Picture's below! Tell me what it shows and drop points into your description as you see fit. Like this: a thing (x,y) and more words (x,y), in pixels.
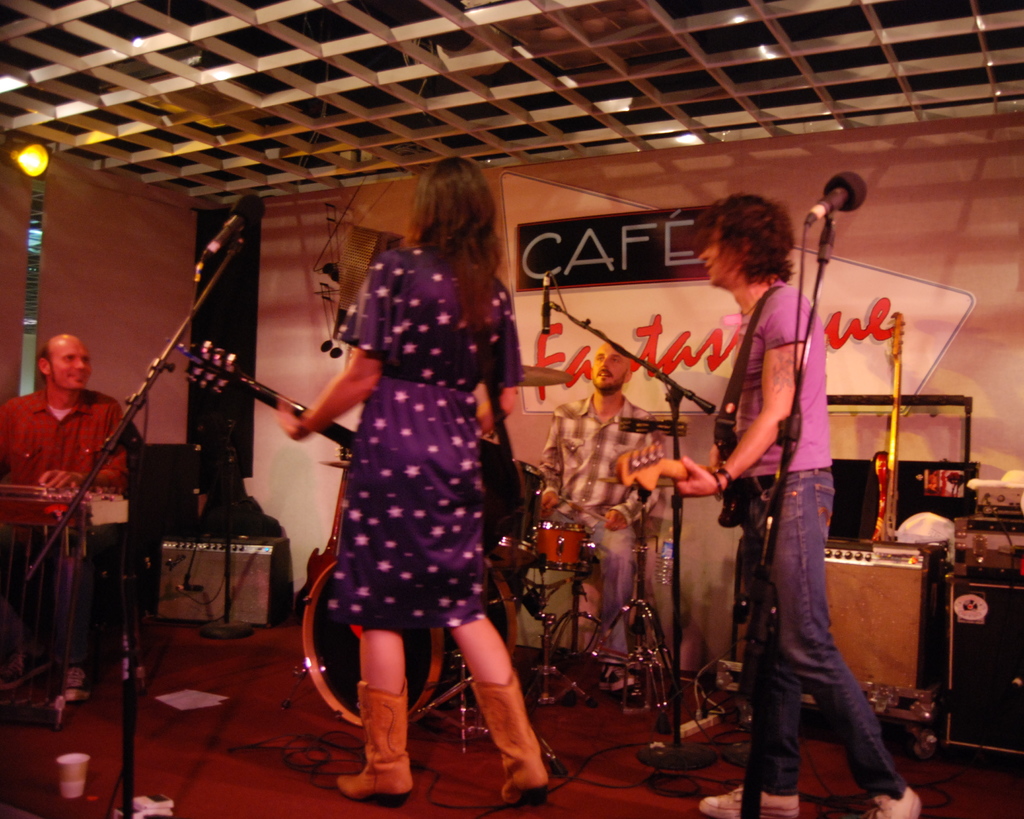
In this picture there are four people (371,471), the person (806,660) who is at the right side of the image (785,692) is playing the guitar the person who is at the center of the image (626,521) is playing the drums (513,570) and the lady (531,737) who is at the center of the image (503,346) is playing the guitar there are mic (227,224) in front of the people (461,527) and there are music instruments (510,558) on the stage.
